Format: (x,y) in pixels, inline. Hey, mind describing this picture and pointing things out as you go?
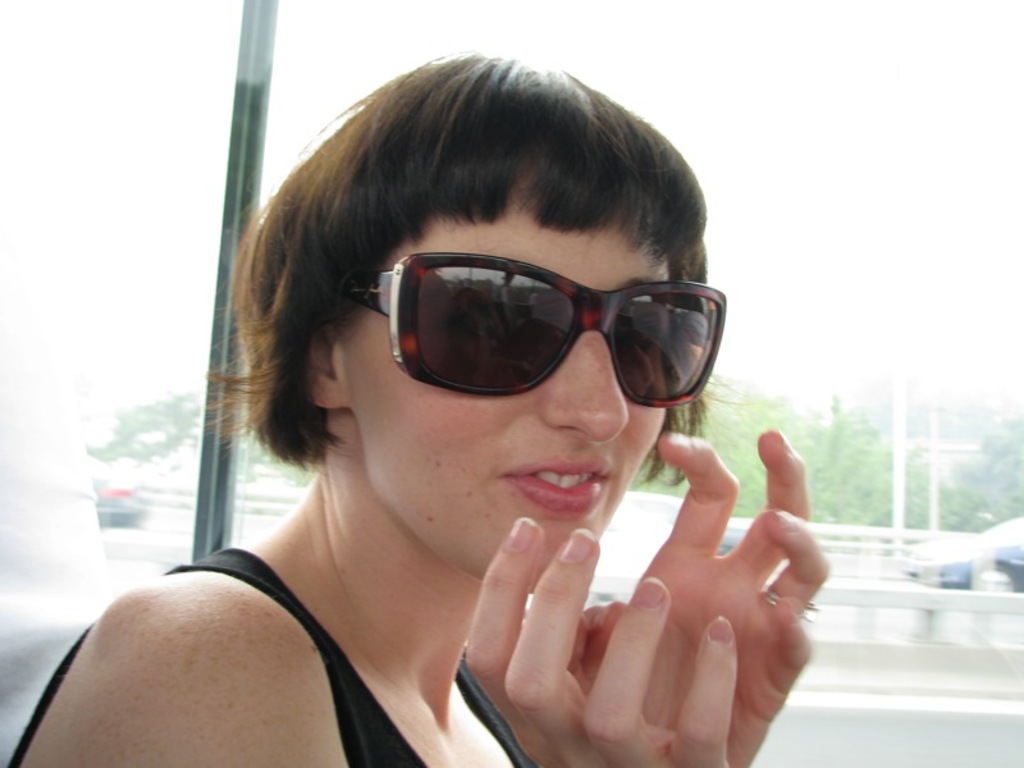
In this picture I can see a woman (140,614). I can see transparent glass (599,26). Through the transparent glass (305,121) I can see vehicles (1023,564) on the road (964,702), trees (856,480) and the sky (724,273).
